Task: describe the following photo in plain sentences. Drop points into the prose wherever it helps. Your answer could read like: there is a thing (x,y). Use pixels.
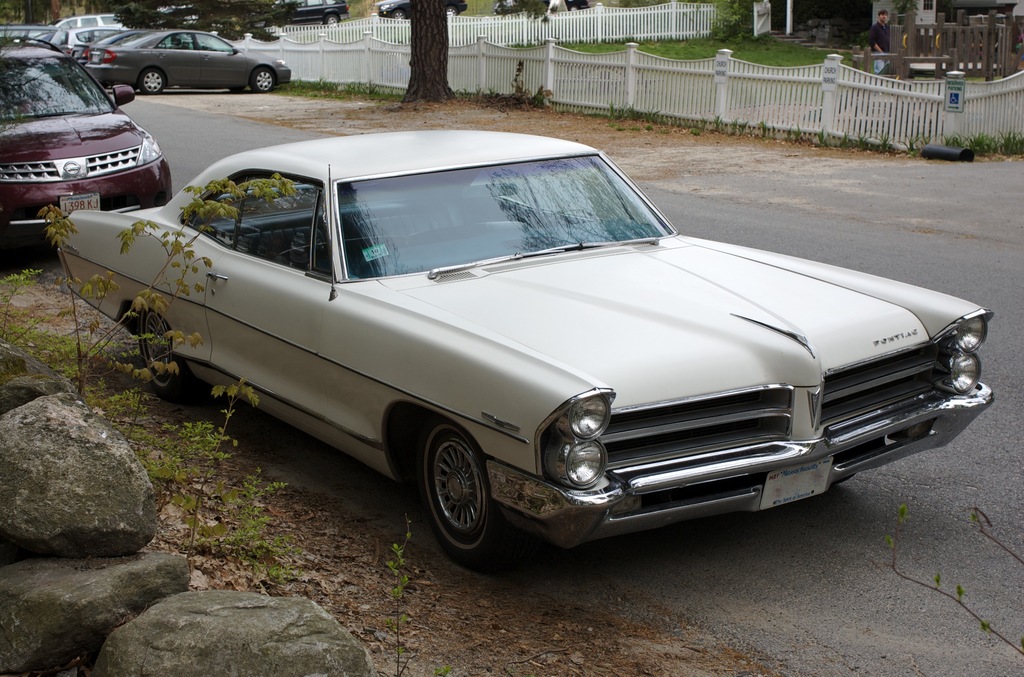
In this image at front (826,348) there are cars (274,263) on the road (895,501). Beside the cars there are rocks (269,600). At the background (420,90) there are trees (248,10) and we can see white fencing (672,81) was done.
